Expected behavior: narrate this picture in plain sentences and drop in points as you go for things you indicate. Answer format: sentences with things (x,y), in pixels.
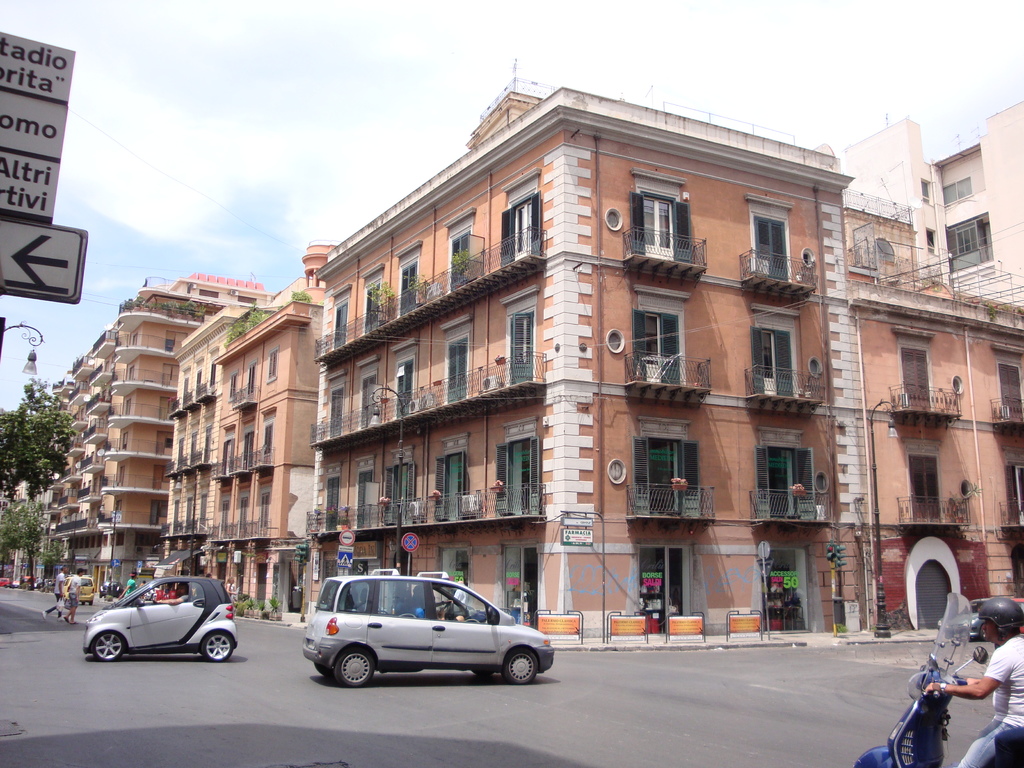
In this picture we can see a road (394,722), a very lengthy road (168,690) on which vehicles (425,645) are going. We can see cars (196,609), motorcycles (921,719) going and here we have buildings (515,336) present, in the left (37,203) we have direction boards (10,242), street lights (27,372) and trees (43,414) present.
